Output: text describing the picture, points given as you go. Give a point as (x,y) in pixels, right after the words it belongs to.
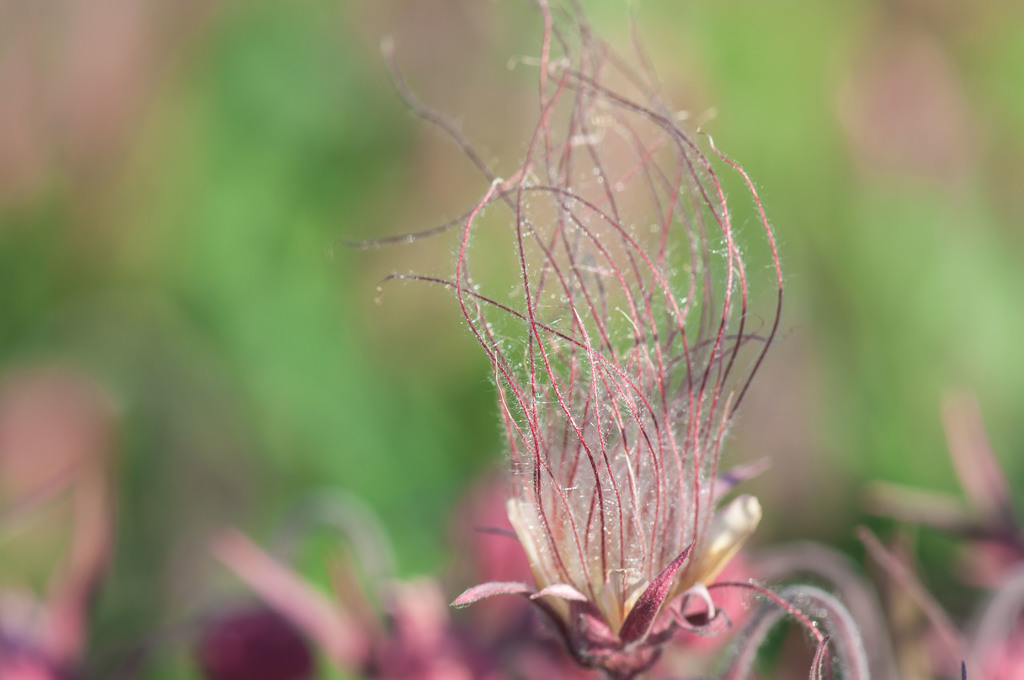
This image consists of a plant (566,537). The background (129,254) is blurred.
